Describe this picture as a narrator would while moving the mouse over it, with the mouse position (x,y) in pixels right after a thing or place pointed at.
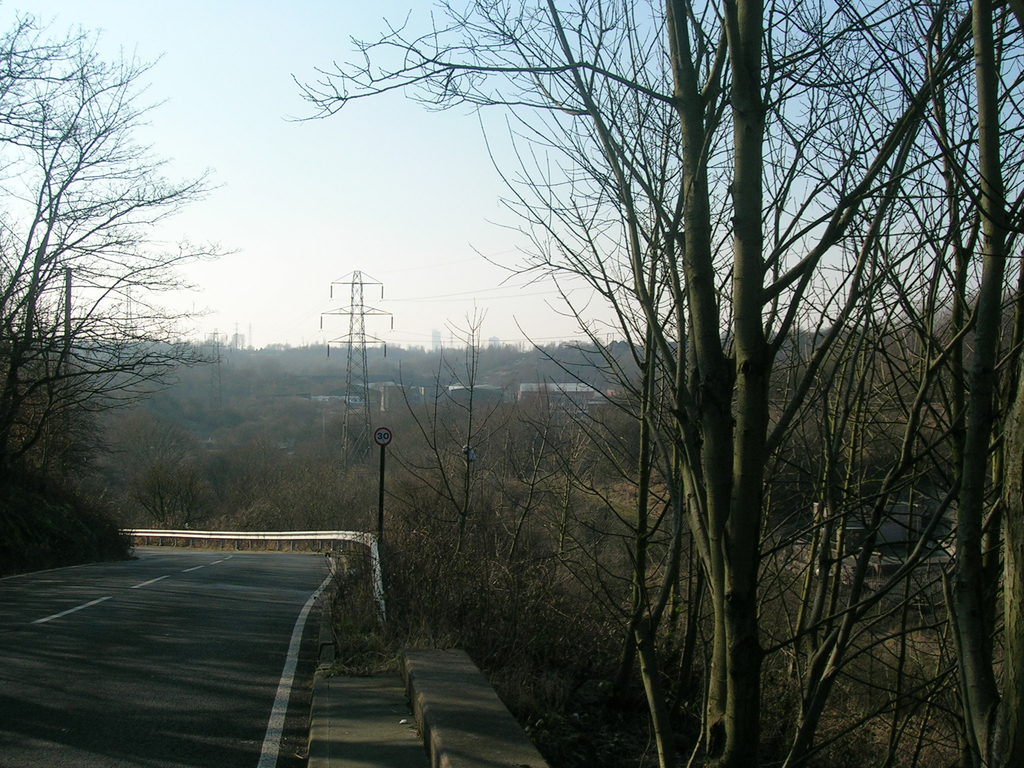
In the image we can see the trees (732,432), transmission tower (366,314) and electric wires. Here we can see the road (177,635), barrier (213,533) and the sky (334,150).
